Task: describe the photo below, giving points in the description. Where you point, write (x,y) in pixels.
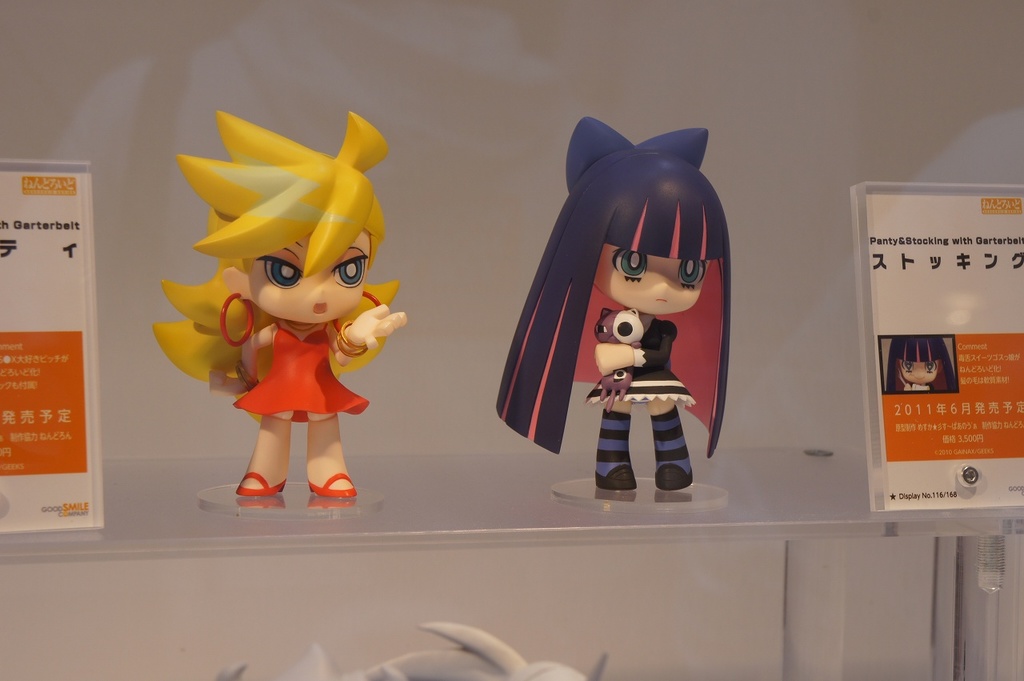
In this image I see a glass rack (531,492) over here on which there is a board (84,248) and on the board (74,292) I see words (2,426) written and I see 2 action figures (576,235) over here and on this board (876,315) I see few words (1004,357) written over here too and I see a picture (914,360) of a girl (931,360) and it is white in the background (786,58).
